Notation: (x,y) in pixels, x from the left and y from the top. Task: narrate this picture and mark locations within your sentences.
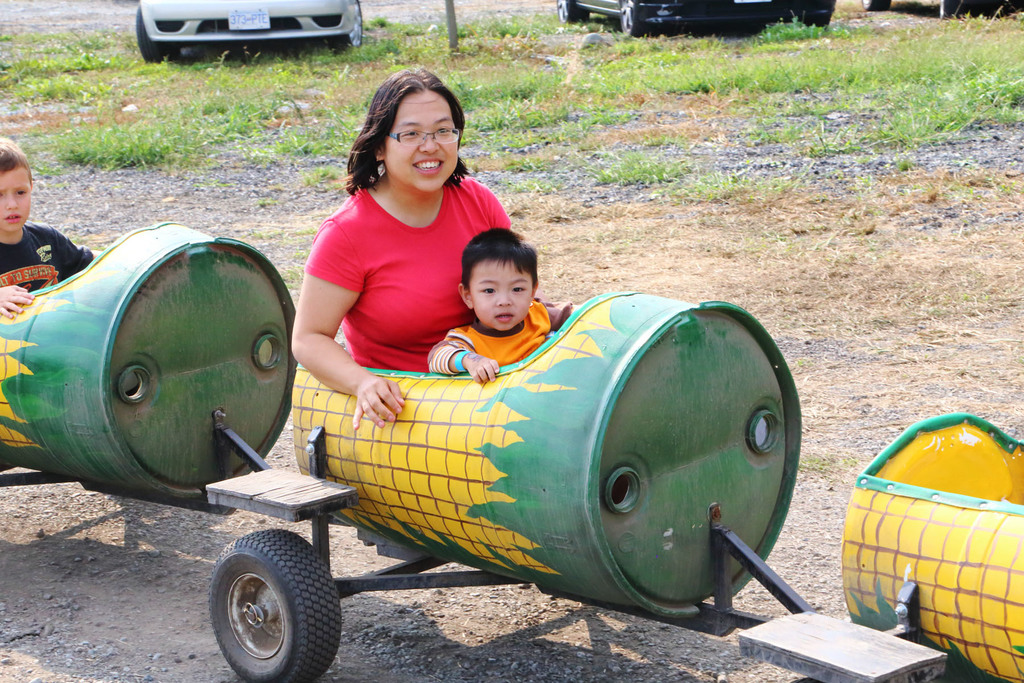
In this picture I can observe a woman (413,285) and two kids (464,300). They are sitting in a small vehicle (434,425) which is looking like a train with tyres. In the top of the picture (231,27) I can observe some cars (606,9) parked on the ground (232,43). There is some grass (819,84) on the ground (783,85) in the background (770,98).
